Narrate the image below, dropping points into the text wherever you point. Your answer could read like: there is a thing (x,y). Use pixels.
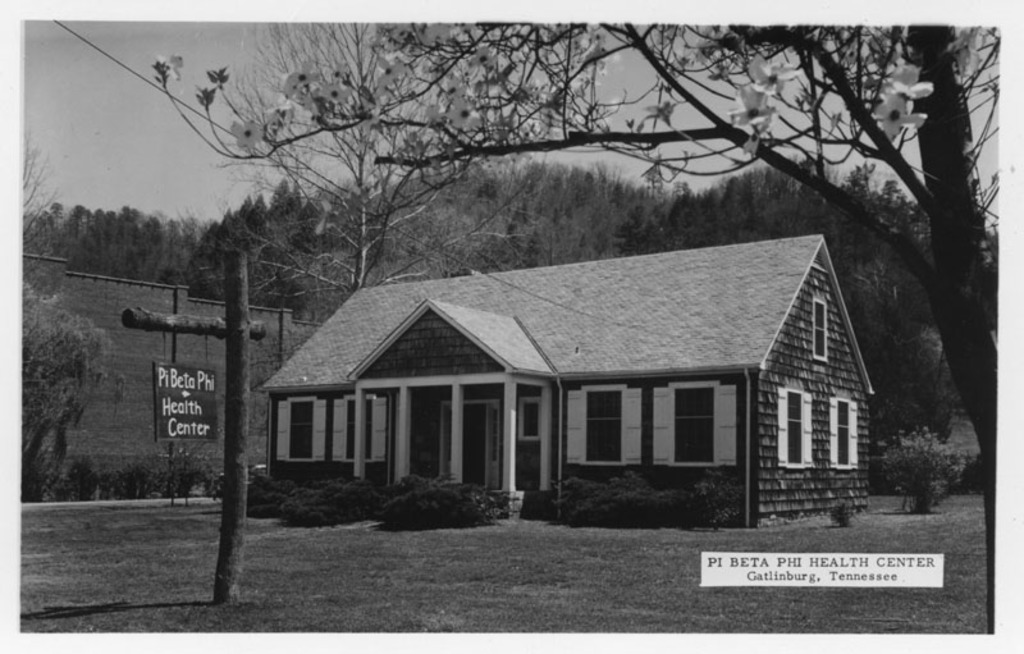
In this picture there is a building (564,335) and there are trees (65,405) and there is a board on the pole (242,403) and there is text (170,433) on the board (204,385) and there is a wall (146,377). In the foreground (769,73) there are flowers (737,117) on the tree (946,132). At the top (216,109) there is sky (197,115). At the bottom (605,589) there is grass (567,587) and there is text (883,582).
